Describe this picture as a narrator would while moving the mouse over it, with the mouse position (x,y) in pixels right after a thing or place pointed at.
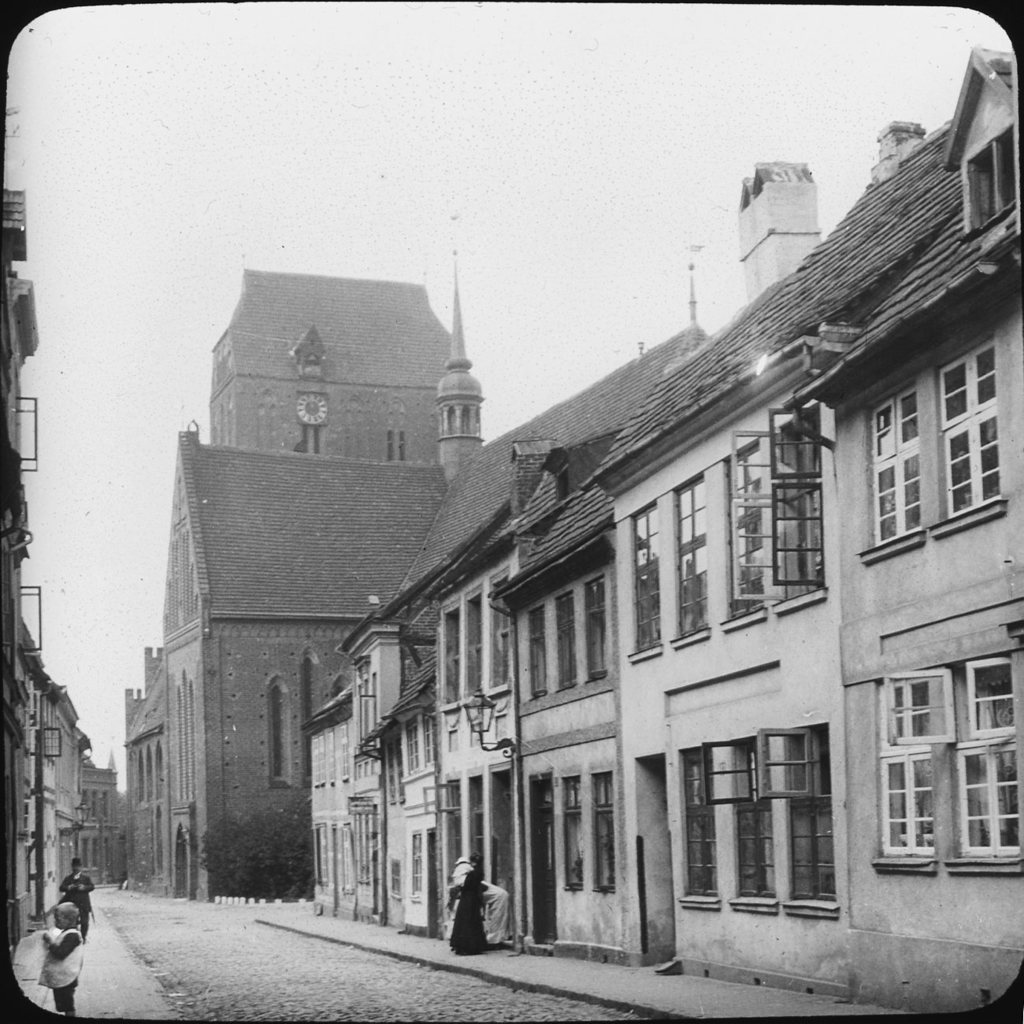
In this image, we can see a black and white picture. Here there are so many buildings (501,757), walls (950,885), windows (904,705), lights (85,815), clock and few objects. At the bottom (70,923), we can see few people (74,888) are on the walkway (27,954). Here there is a road (254,952). Background (655,264) we can see the sky (232,173).
